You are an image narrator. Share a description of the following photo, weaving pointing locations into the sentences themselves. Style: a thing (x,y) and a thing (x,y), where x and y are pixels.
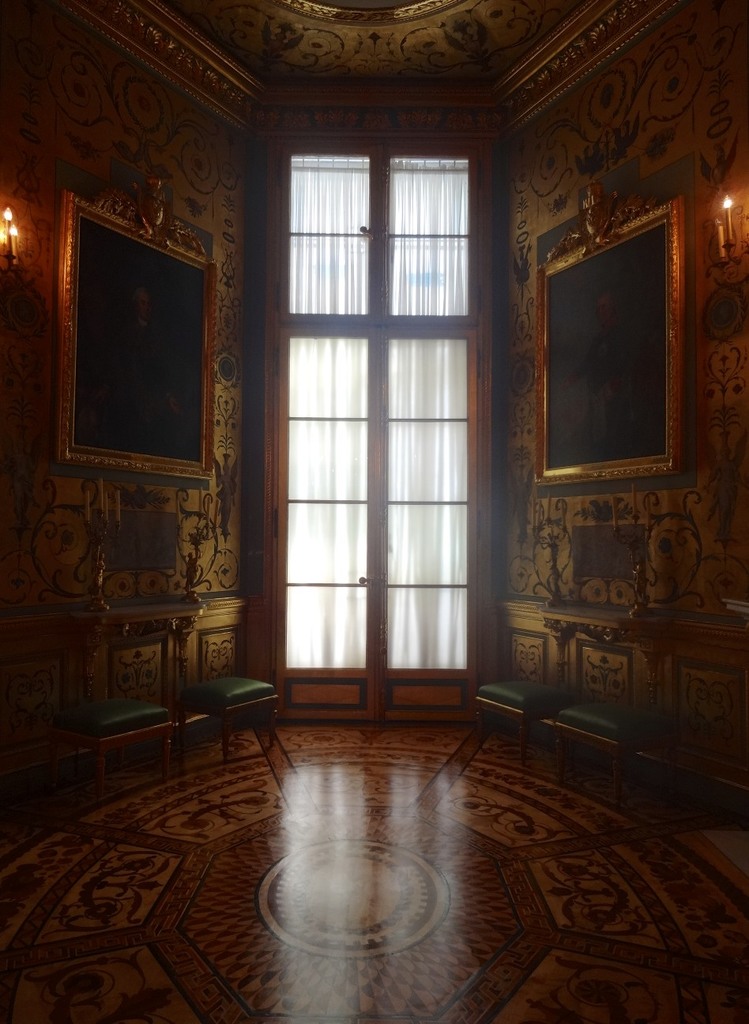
This is an inside view. Where I can see some stools (125,736) placed on the floor (323,861). On the right (564,295) and left side of the image (69,212) few boards (576,389) and candles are attached to the walls (46,599). In the middle of the image (342,604) I can see a curtain (322,404) to the window (354,428).
